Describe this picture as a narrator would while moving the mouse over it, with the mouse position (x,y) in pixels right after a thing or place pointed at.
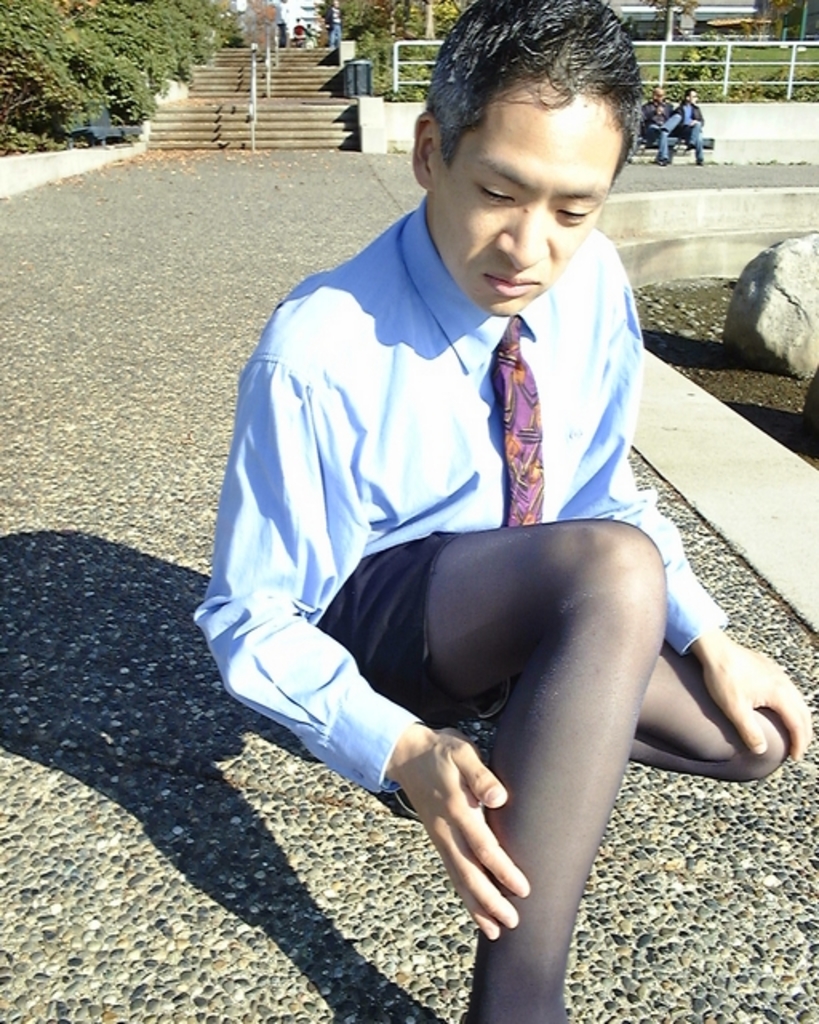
In this image we can see a person (590,608) sitting on the floor (322,777). On the backside (108,48) we can see a group of trees (66,96), a staircase (152,124), pole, a fence (710,44), grass (737,52), plants (720,54), some stones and two persons (669,150) sitting on a bench (656,146).
